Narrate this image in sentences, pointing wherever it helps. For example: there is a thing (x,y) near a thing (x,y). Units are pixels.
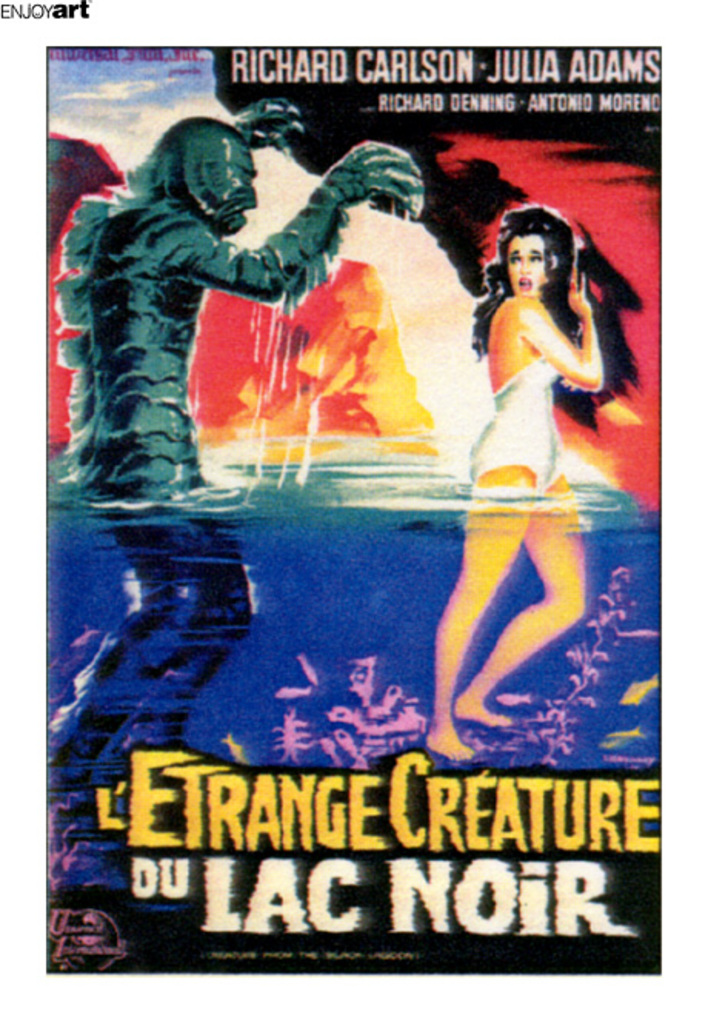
This is a poster (142,670) on it in the right (524,325) there is a lady (511,298) standing in the water body (319,503). In the water body (84,614) there are many aquatic animals (388,736) and plants (586,673). This is looking like a monster (326,225). On the top (399,110) and bottom there are texts (308,812).
